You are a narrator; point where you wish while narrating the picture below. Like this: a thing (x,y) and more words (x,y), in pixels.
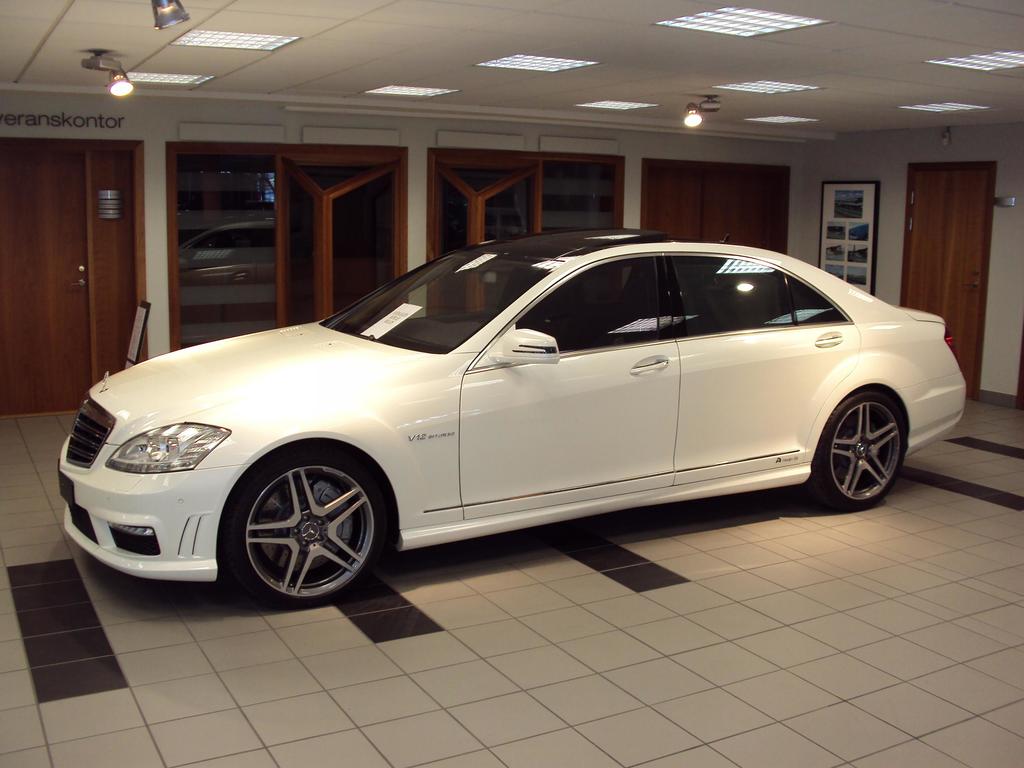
In the image there is a white car (652,428) inside a room (974,466) on the tiles floor (588,611) and there are lights (746,8) on the ceiling (673,61), In the back (89,213) there are many doors (738,194) on to the wall (883,231).
